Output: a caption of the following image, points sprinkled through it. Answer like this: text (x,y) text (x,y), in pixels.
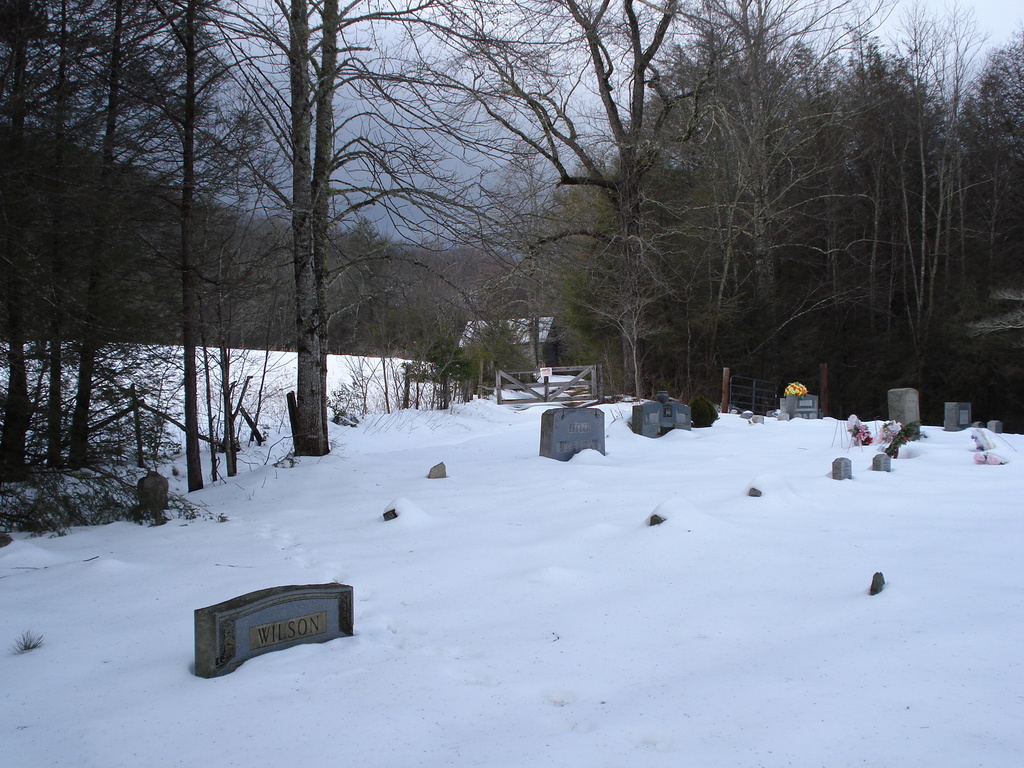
In this picture we can see tombstones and some objects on snow (524,582) and in the background (62,488) we can see a shed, trees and the sky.
